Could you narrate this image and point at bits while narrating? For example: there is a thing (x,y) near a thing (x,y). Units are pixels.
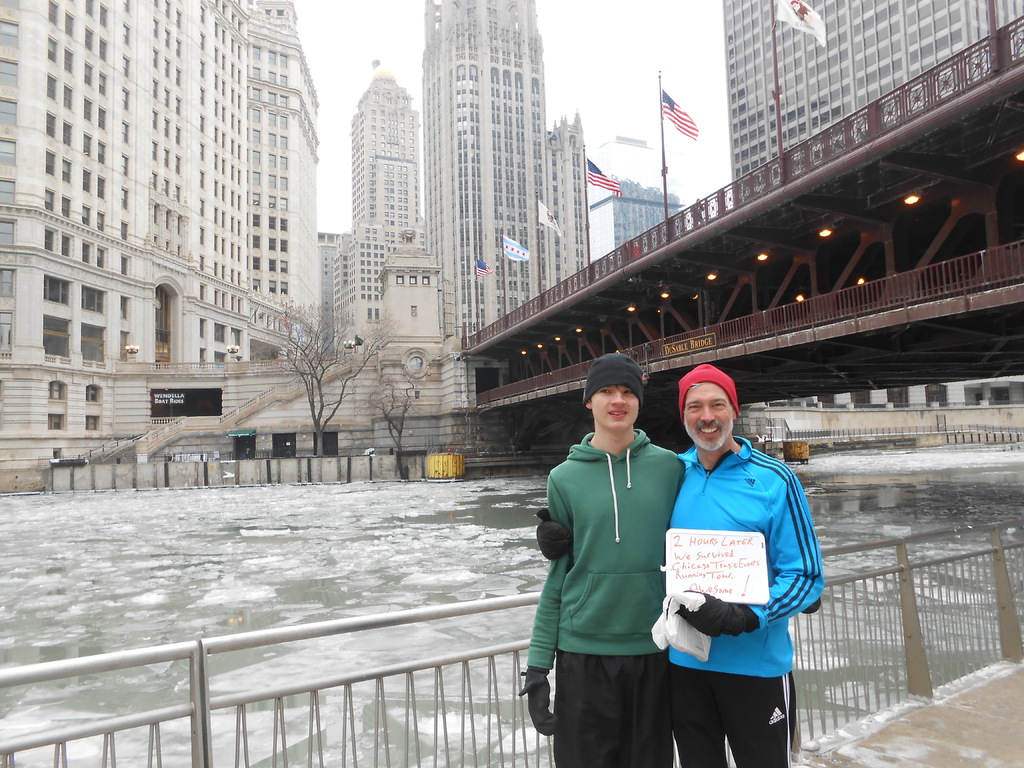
This picture is clicked outside. In the foreground (720,441) there are two persons (708,418) wearing hoodies (634,504) and standing on the ground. In the center (583,269) we can see the guard rail (349,619), bridge (969,184), lights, flags (506,254) and trees (318,360) and some other objects (437,469). In the background (352,185) there is a sky (363,48), buildings (473,166) and a staircase (269,394).
